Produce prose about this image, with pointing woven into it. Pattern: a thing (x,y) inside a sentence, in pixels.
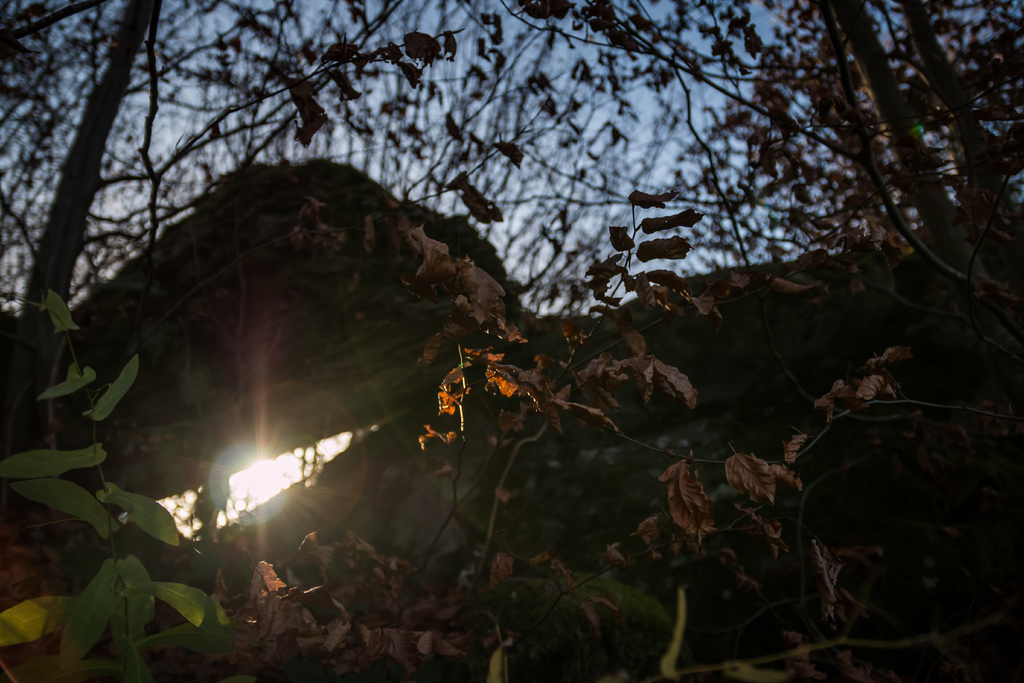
In this image, I can see the trees (589,157) with branches (589,143) and leaves (509,570). I think these are the plants (135,642). This looks like a light (256,494).
